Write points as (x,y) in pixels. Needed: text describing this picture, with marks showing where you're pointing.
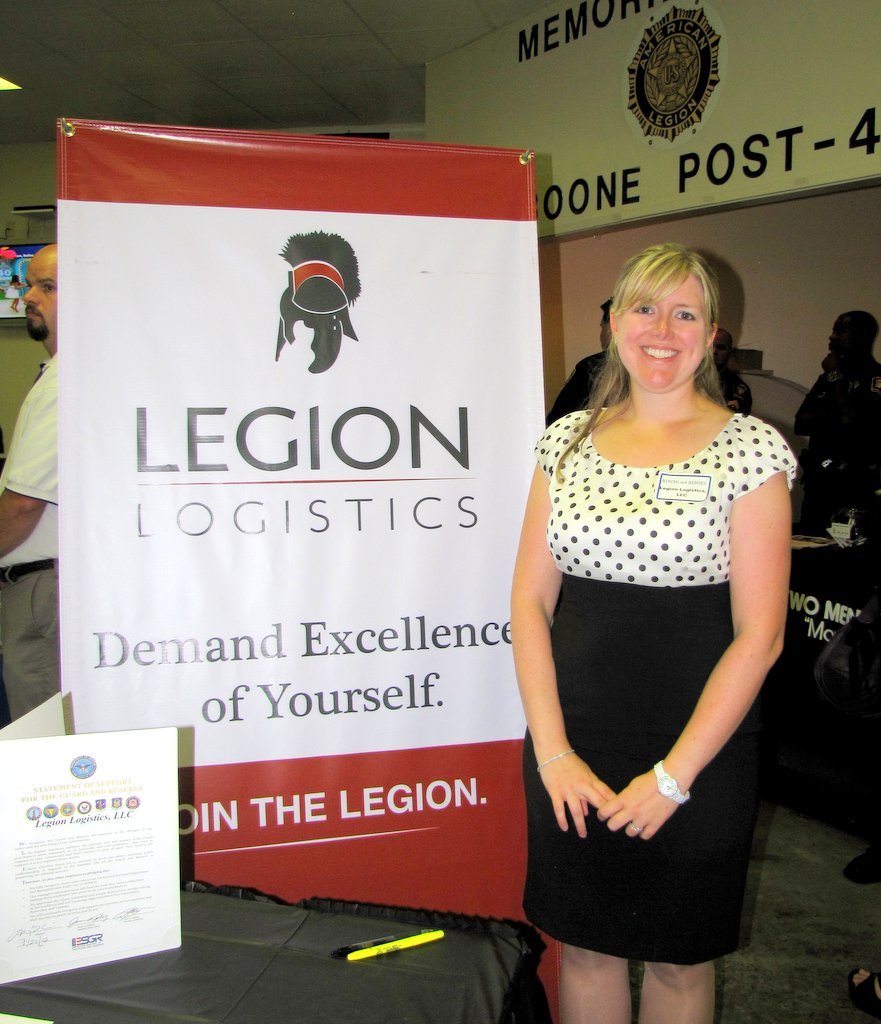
In this image I can see few people (616,865) are standing. I can also see few boards (265,520) and I can see something is written at few places. I can also see smile on her face (673,385) and here I can see few things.
